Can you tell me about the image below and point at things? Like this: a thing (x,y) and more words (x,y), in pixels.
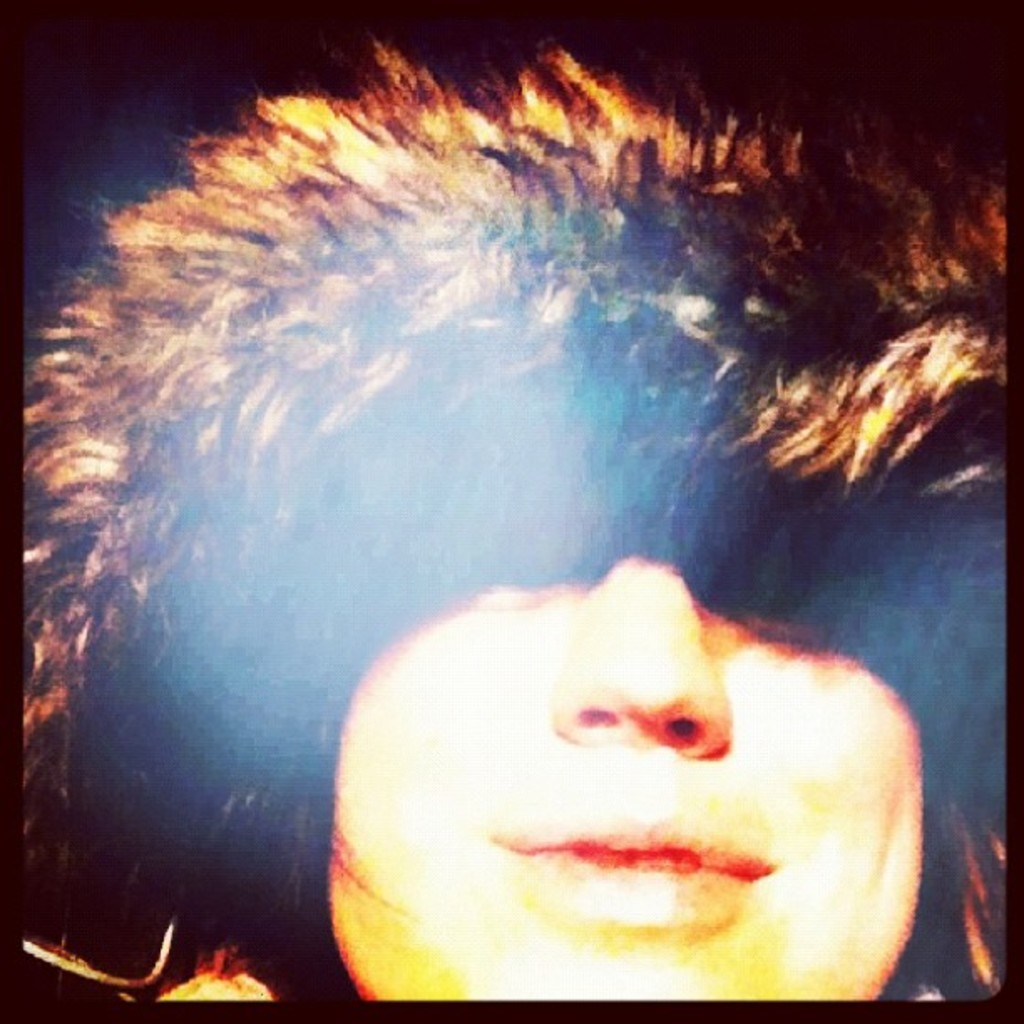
In this picture there is a man (620,455) who is wearing hoodie (556,369). At the top (91,11) we can see the darkness (152,50). He is smiling.
